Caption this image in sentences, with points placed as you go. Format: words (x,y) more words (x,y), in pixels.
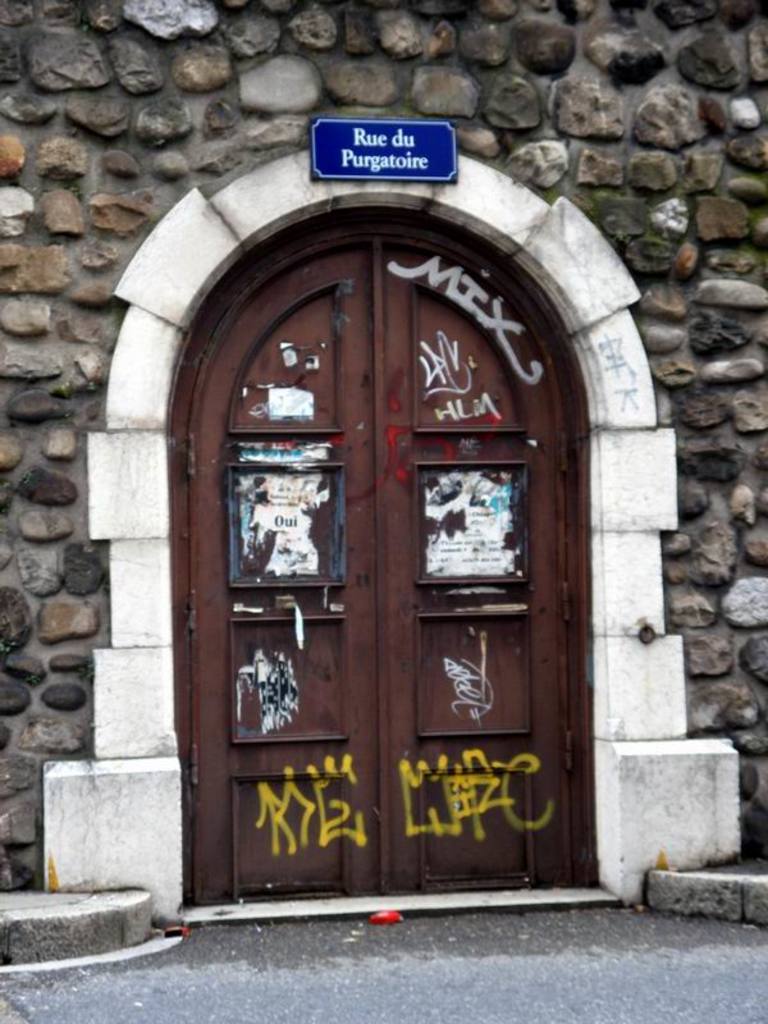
In this image we can see stone wall (478,65) white color arch (99,685) and brown color door (346,636) on which there are some posters (314,501) and paintings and there is blue color board (437,171) to the white color arch (364,197).
